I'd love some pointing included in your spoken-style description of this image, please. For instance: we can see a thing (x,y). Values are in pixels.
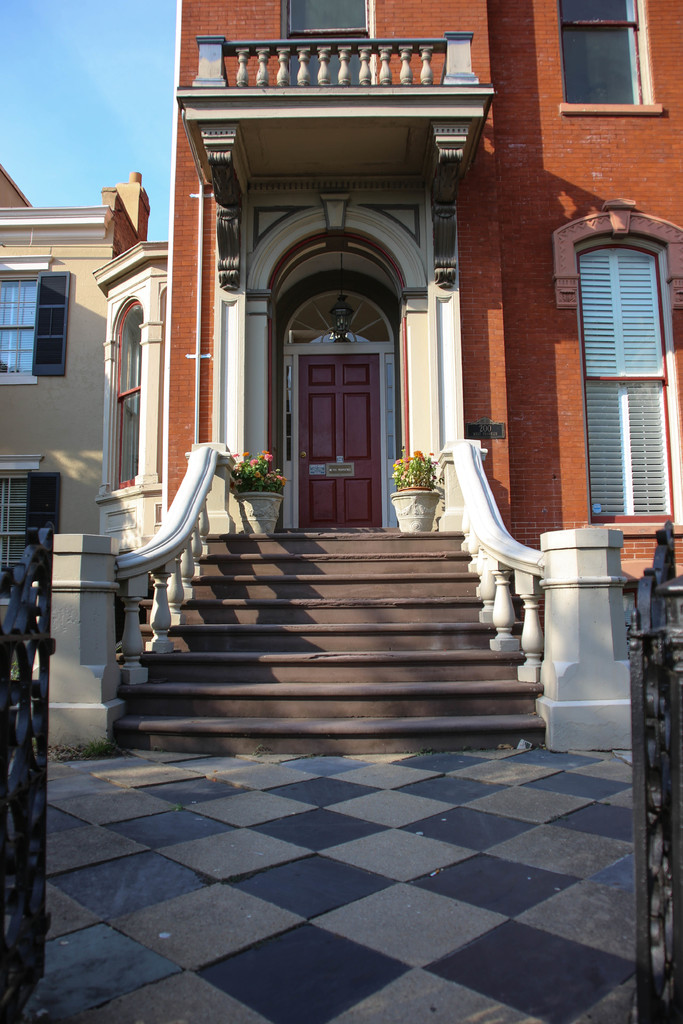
In this image in the foreground (682,948) we can see the opening gate (651,590) and in the middle (235,557) we can see the door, plants (406,478), stair (417,537), windows (570,55) and in the background (116,125) we can see the sky (107,91).
